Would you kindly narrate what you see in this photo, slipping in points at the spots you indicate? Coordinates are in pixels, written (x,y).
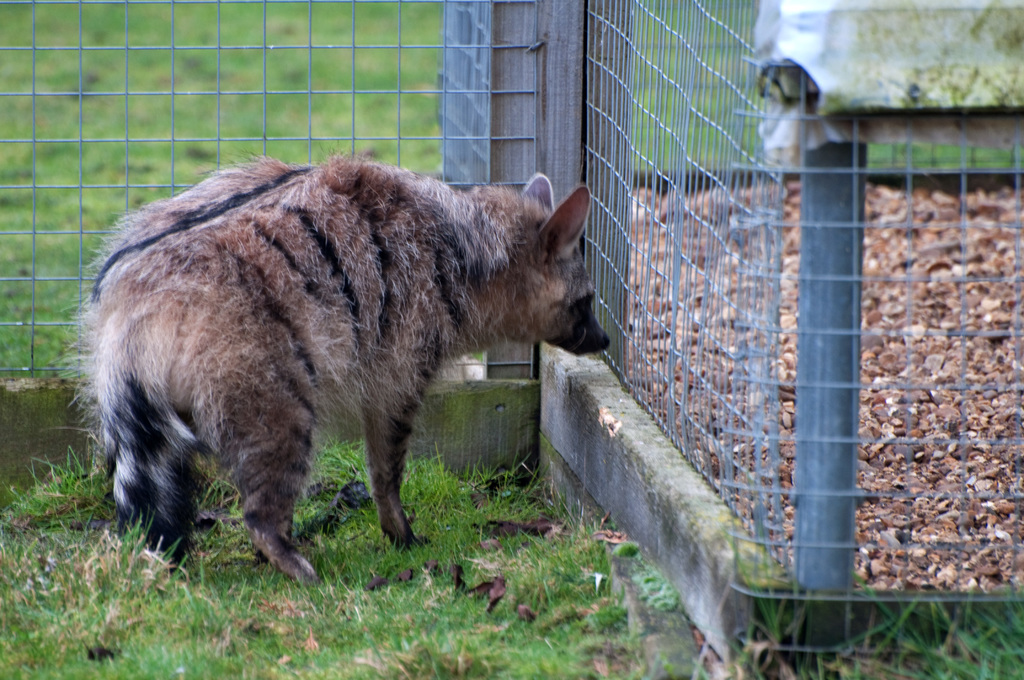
In the center of the image (448,266), we can see an animal (292,225) and in the background (459,102), there is a fence (753,167). At the bottom (418,612), there is ground (446,595) covered with grass (400,596).
